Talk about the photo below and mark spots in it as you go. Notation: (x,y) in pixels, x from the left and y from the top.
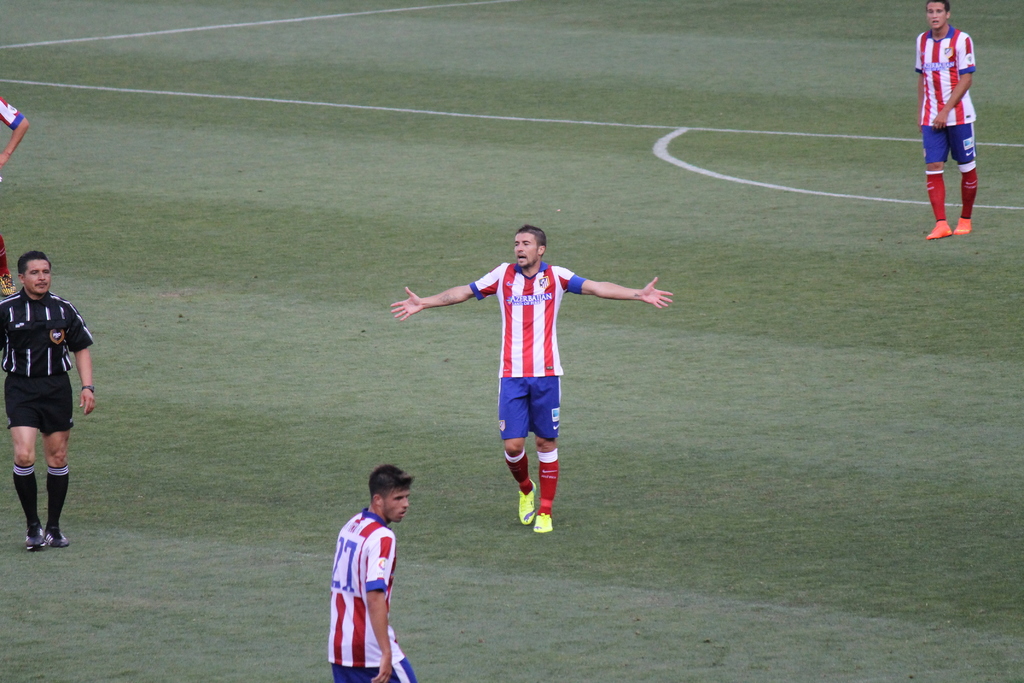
In this picture we can see few people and they are all in the ground (678,221).
